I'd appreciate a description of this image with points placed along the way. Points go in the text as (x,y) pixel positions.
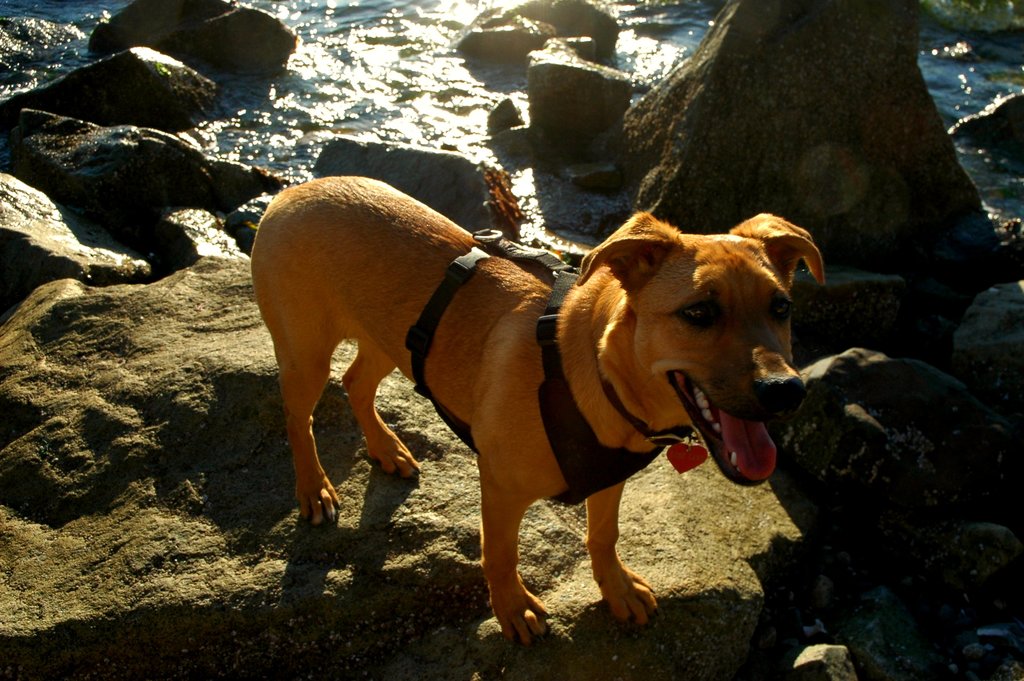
In this picture we can see a dog (341,333) on the rock (333,372), in the background (470,82) we can see water (434,92).
